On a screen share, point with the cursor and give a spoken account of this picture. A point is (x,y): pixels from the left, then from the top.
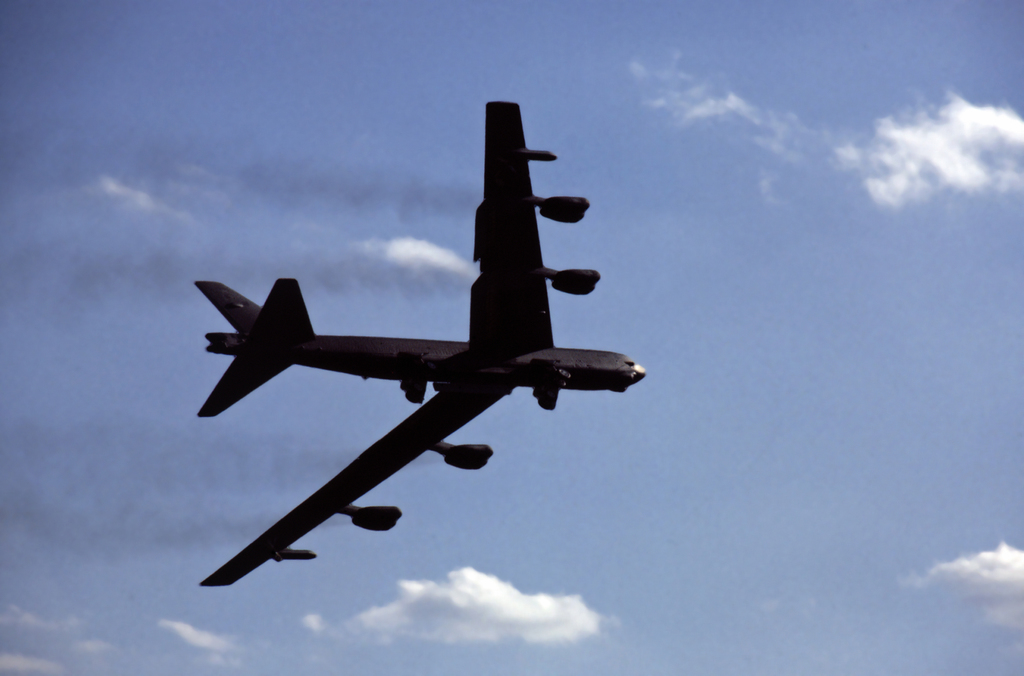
This image is taken in outdoors. In the middle of the image (422,417) there is an airplane (221,399) flying in the sky (405,275). In the background of the image (118,360) there is a sky (612,510) with clouds (471,592).
